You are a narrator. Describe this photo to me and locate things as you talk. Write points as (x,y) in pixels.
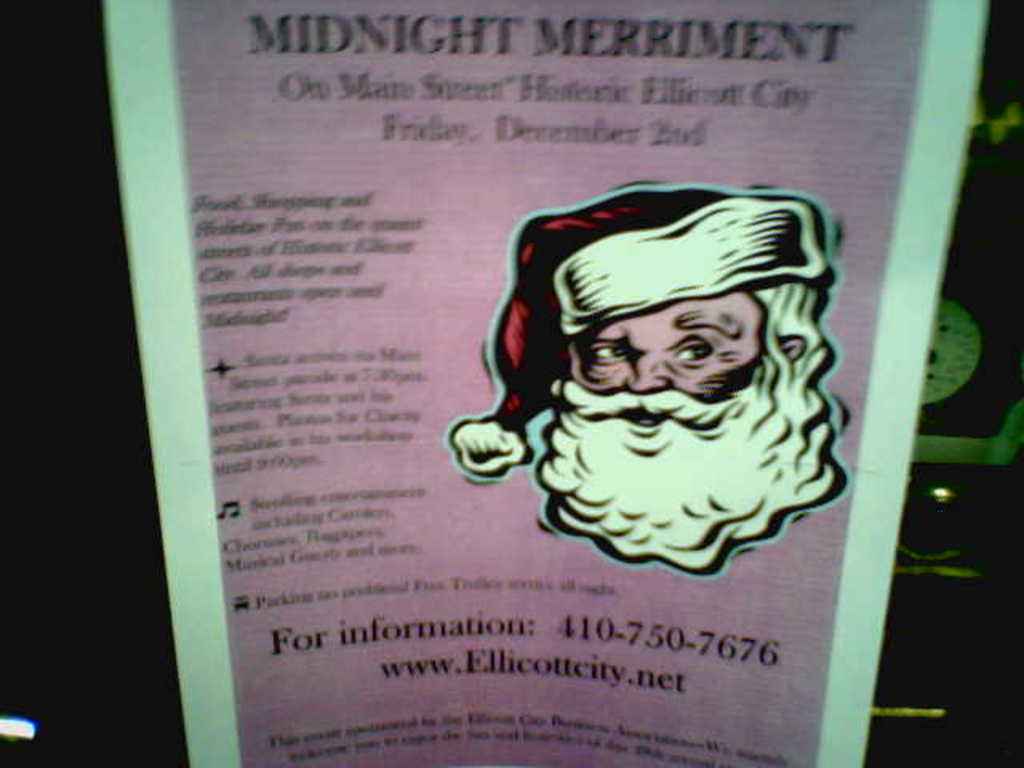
In this image there is a poster (344,40). There is text (365,93) on the poster (300,638). To the right (689,379) there is a picture (625,458) of a Santa Claus (556,414) on the poster (569,442). Behind the poster (793,600) it is dark. To the right (962,314) there is an object (952,394) behind the poster (395,684).
